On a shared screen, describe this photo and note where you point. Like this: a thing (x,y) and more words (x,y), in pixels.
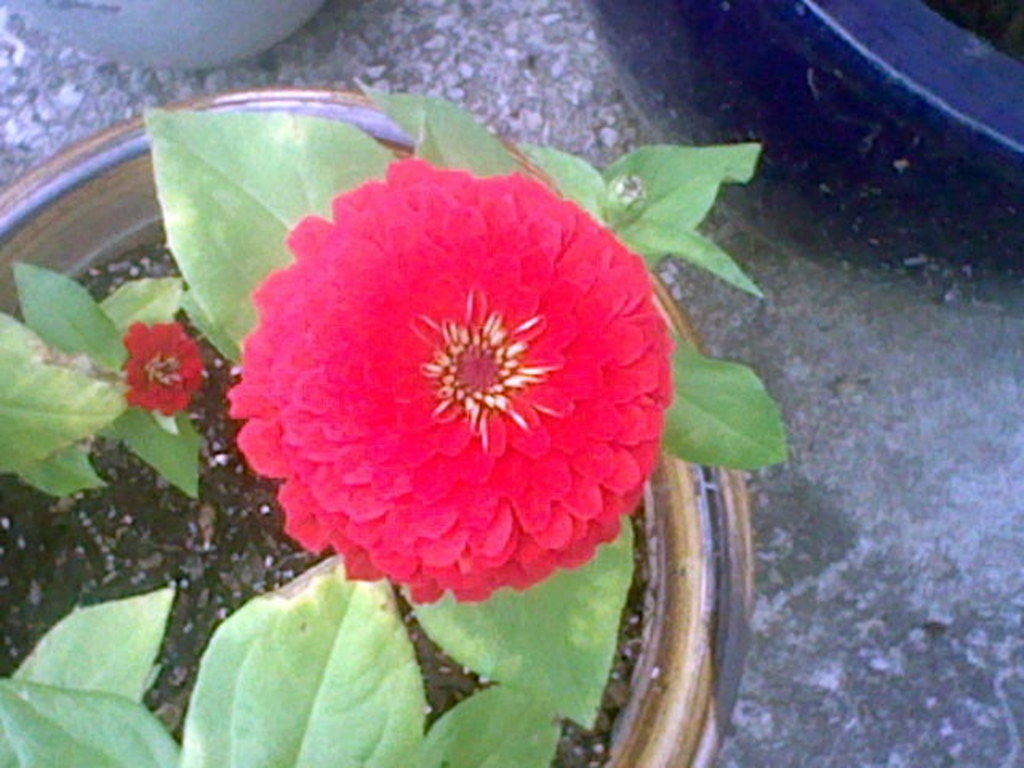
In pot (13,283) we can see the plant (148,752) and red flowers (343,294). In the top right corner (852,43) there is a black object (886,78). At the top (178,33) there is a white pot (178,33) which is kept on the floor (515,98).
